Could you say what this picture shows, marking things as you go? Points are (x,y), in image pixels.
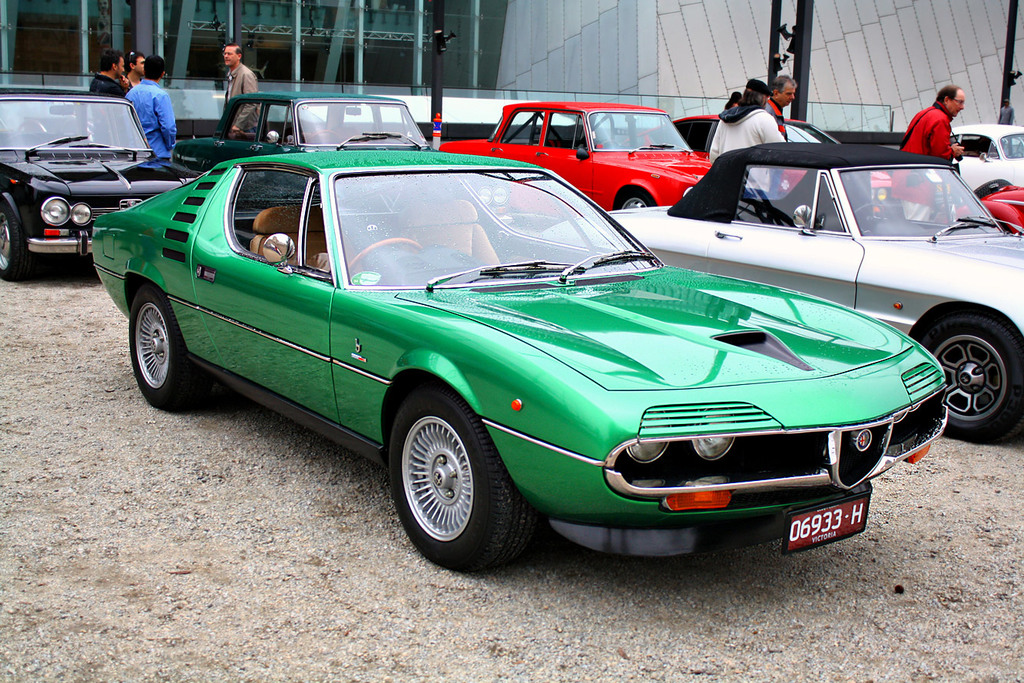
Here we can see vehicles (675,211) and people (943,111). These are poles (804,27) and glass wall (391,21). To this green car (498,334) there are wheels (431,444) and number plate (804,524).
